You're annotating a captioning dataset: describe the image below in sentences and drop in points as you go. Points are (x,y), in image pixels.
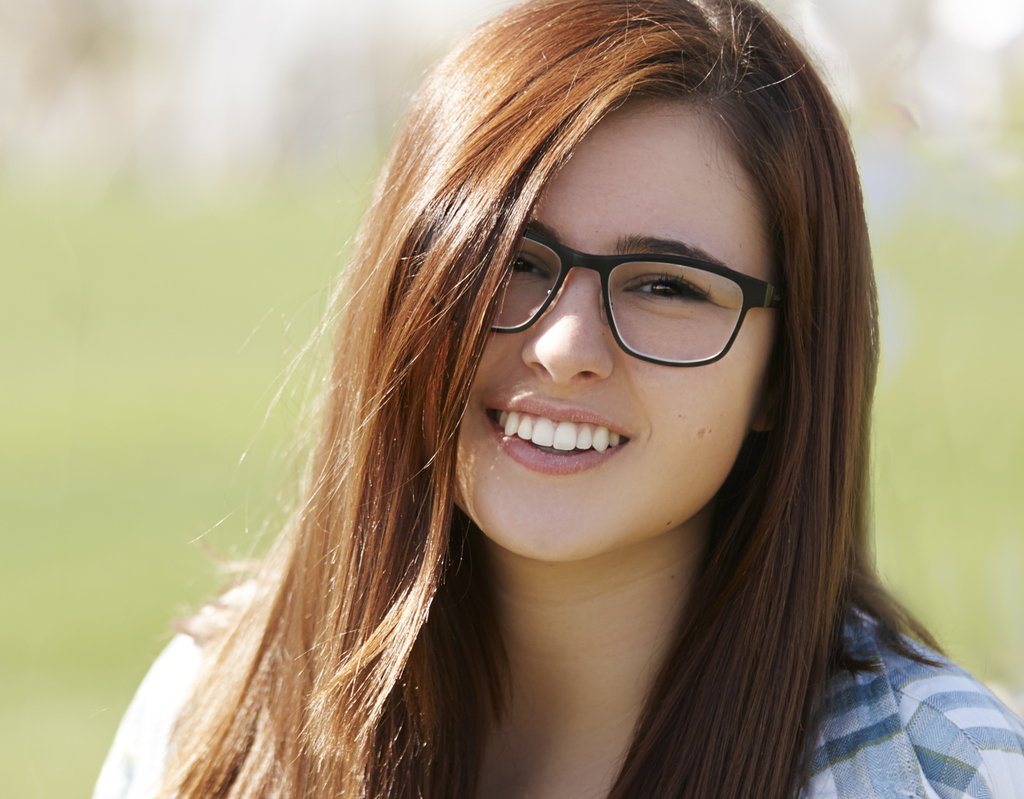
In the center of the image (357,273) there is a lady (580,620) smiling. She is wearing glasses (526,283).
